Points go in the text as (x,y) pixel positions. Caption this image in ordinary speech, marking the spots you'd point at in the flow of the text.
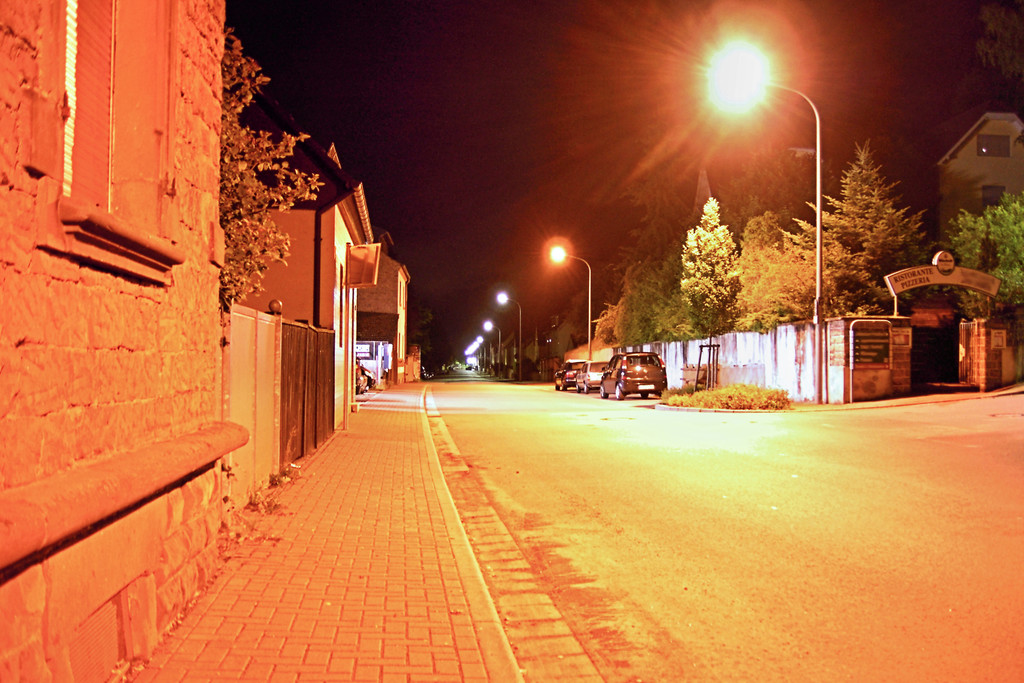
In this image I can see a few vehicles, buildings (83,351) and a trees (252,203). I can see a light-poles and board (908,276). The sky (426,97) is in black color.
